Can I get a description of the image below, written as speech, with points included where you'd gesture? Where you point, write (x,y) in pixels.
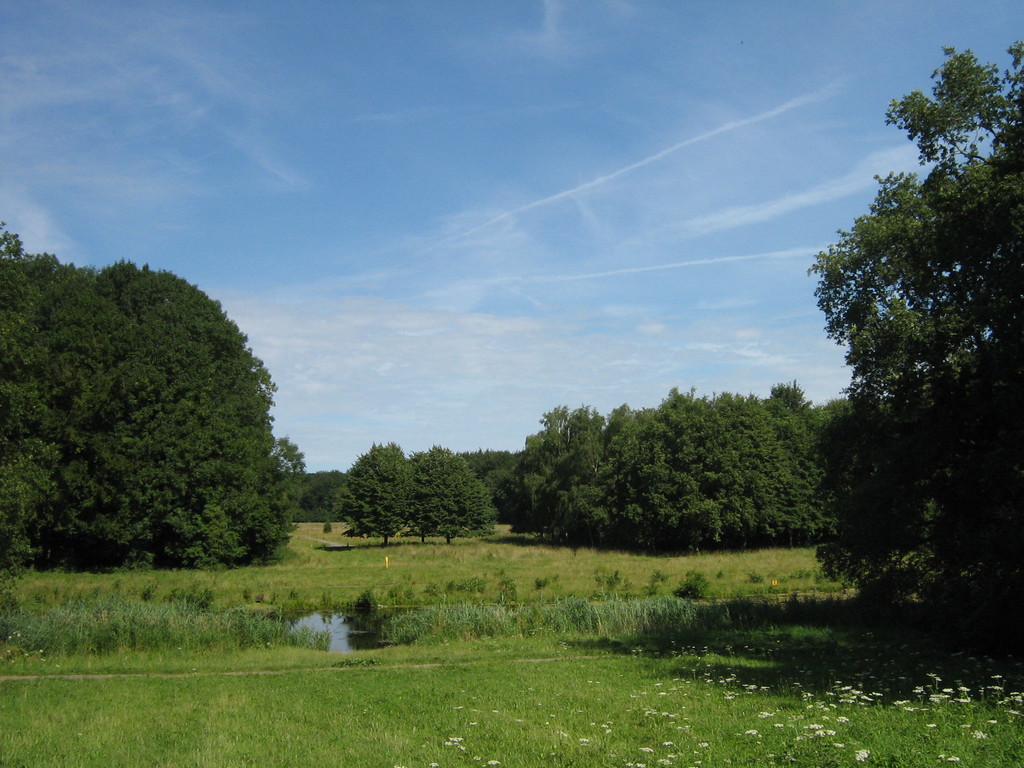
In this picture we can see some water (306,618), grass (289,601), trees (103,419) and few flowers (892,690) to the plants (830,718).
